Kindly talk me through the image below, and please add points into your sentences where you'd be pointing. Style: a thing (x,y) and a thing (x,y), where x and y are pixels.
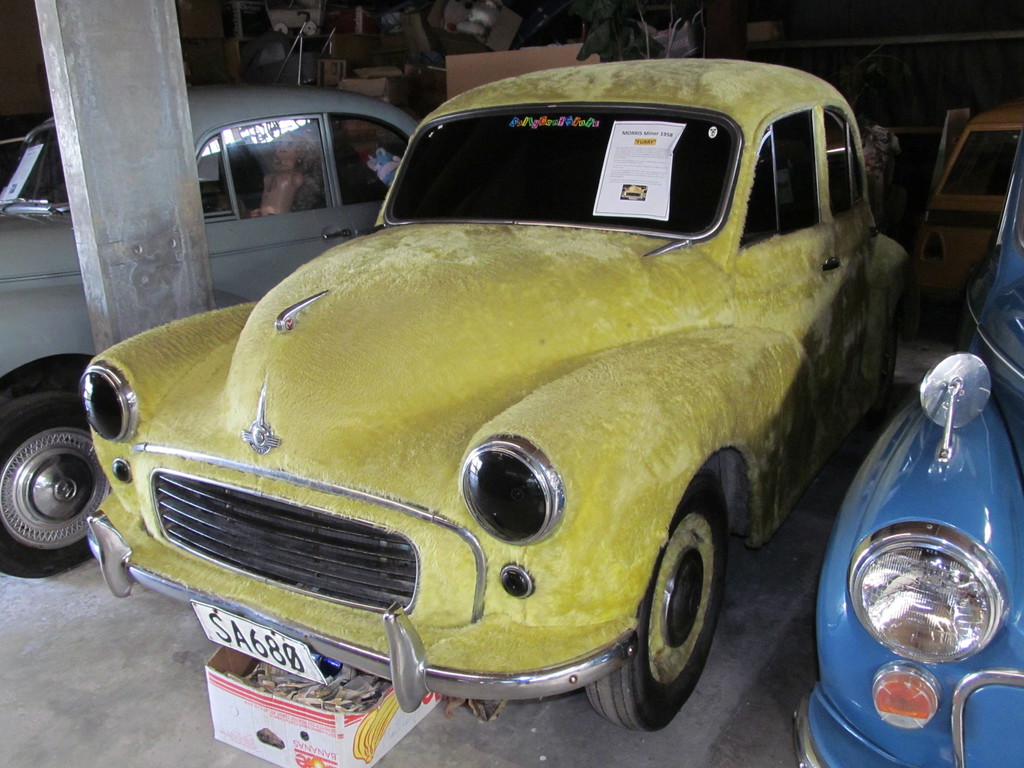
In the image there are few vintage cars (538,452) and behind it there is a wall (954,76) with accessories (408,27) on it, there is a pillar (135,190) on the left side (131,160).
